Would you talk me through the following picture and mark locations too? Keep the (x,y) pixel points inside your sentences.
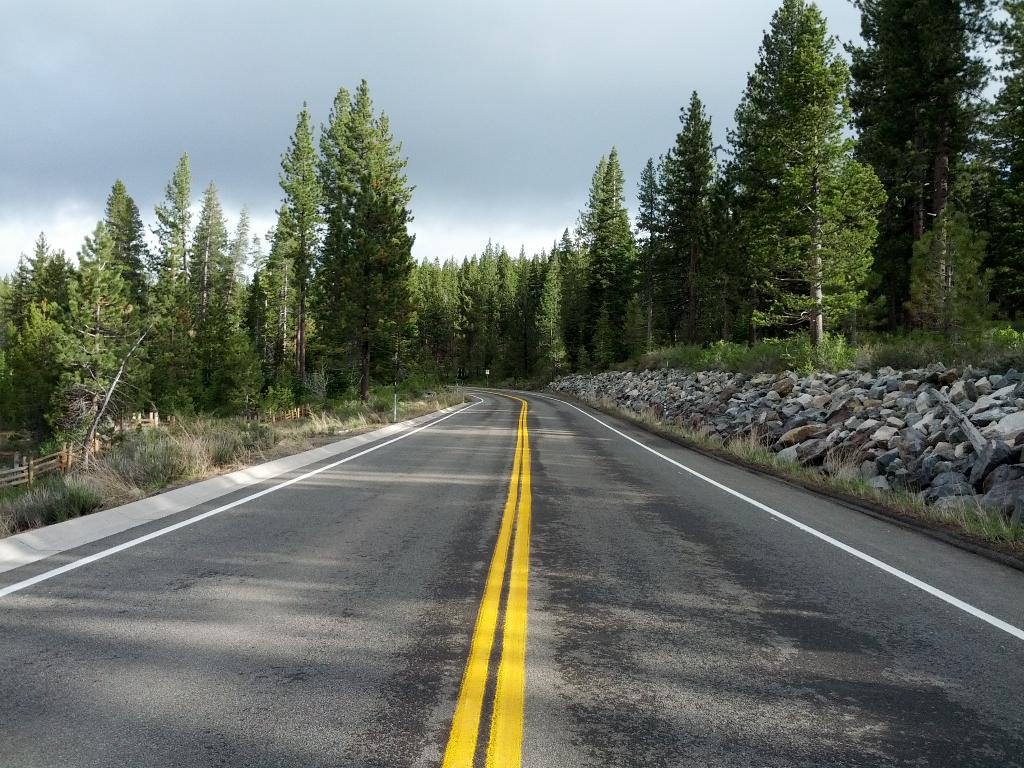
In this image I can see few trees (666,204), wooden fencing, road (385,759), few stones (981,467) and the sky (584,205).
